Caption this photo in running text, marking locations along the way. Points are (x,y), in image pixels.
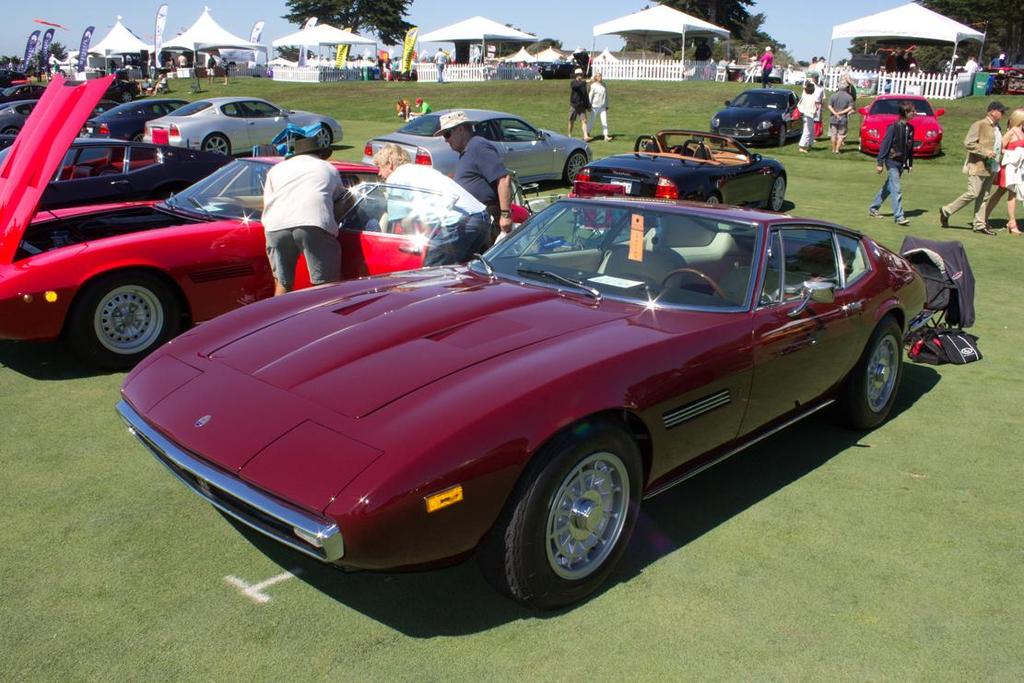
In this image we can see some vehicles (250,300) and a group of people (436,211) on the ground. We can also see grass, the tents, fence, trees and the sky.
